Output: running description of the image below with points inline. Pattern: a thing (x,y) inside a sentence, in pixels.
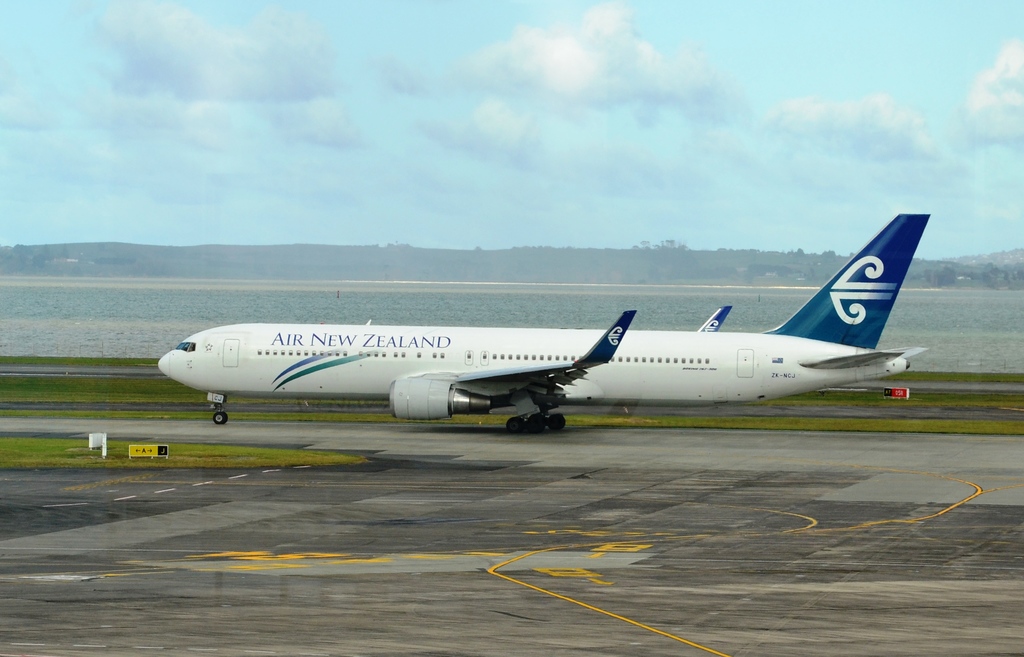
In the picture, the airplane (412,369) is moving on the ground (275,402), it is written as "AIR NEW ZEALAND" on the plane (436,353). In the background (210,271) there is sky (241,244) and mountains (561,262).
